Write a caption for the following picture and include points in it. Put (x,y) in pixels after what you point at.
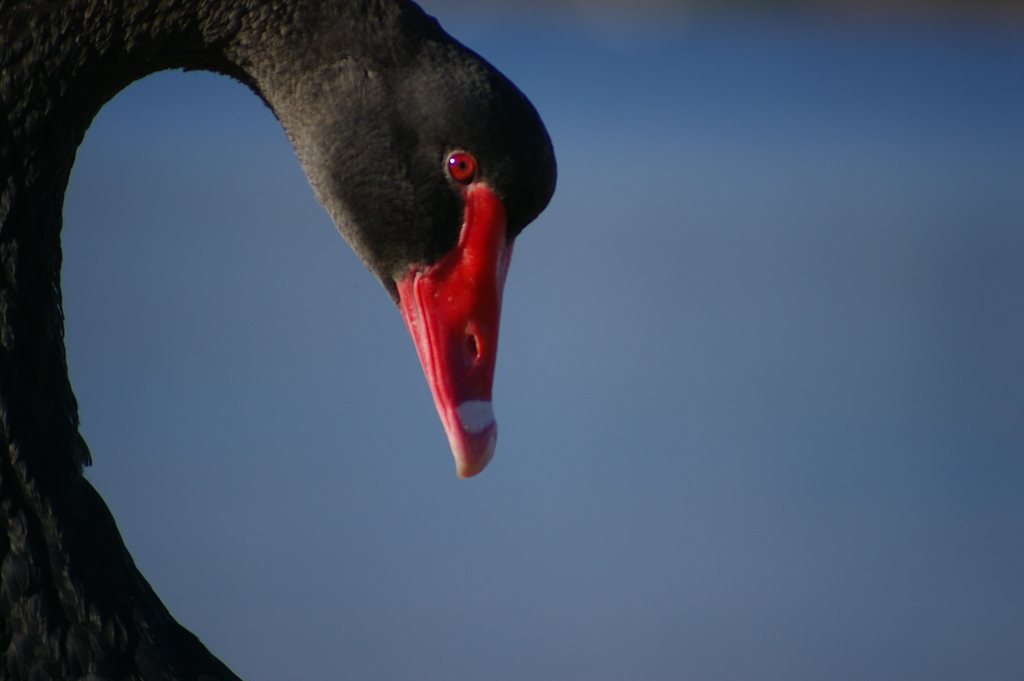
In this image, we can see the head (351,166) of an animal (273,56), we can see the blue sky (749,370).
